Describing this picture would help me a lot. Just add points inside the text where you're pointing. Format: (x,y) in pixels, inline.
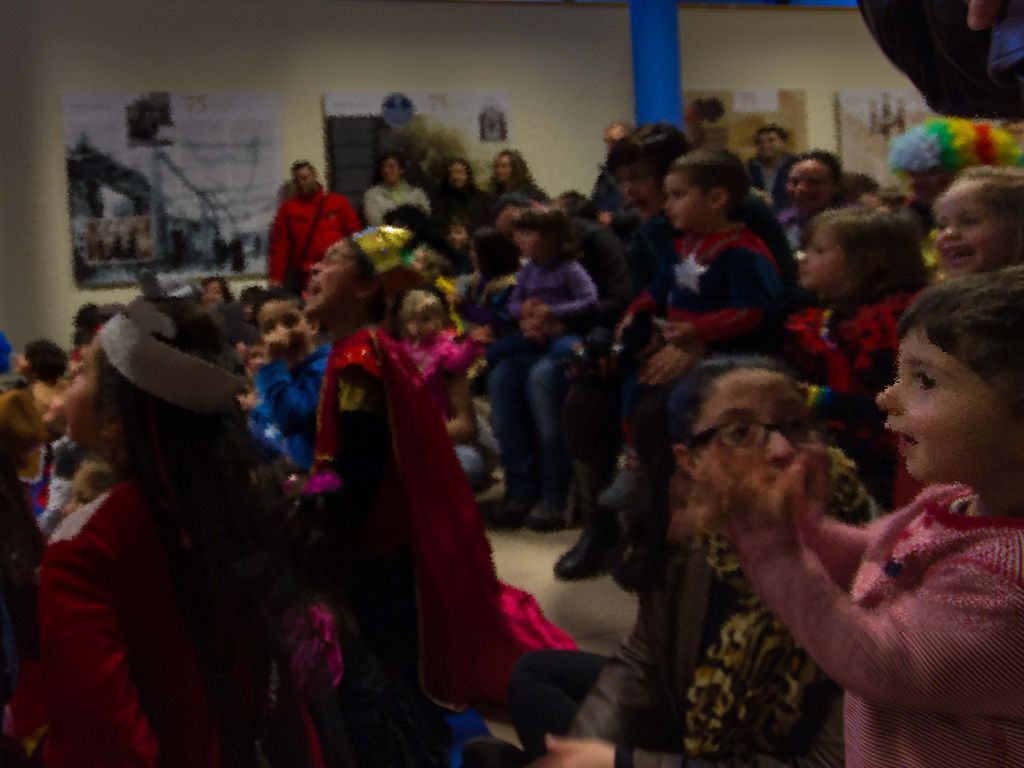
In this image, we can see some people (844,404) sitting and there are some people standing and there is a wall (374,28), there are some posters (174,237) on the wall (5,105).
